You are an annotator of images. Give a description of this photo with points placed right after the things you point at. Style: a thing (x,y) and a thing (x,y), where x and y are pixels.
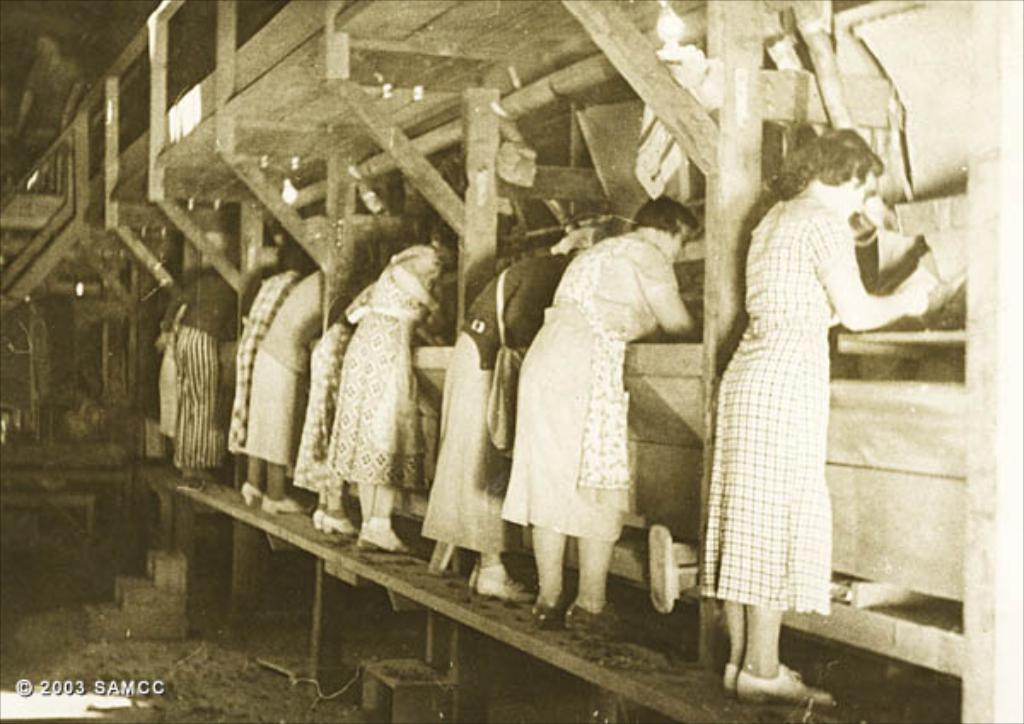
This is a black and white picture. In this picture, we see many people (576,352) are standing. In front of them, we see the wooden walls (689,359) and poles (356,229). On the left side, we see the staircase (46,241). We see the women (422,273) are standing. At the top (265,62), we see the roof (476,45) of the building (382,44) and we even see the lights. This picture might be clicked in the stable (526,17).
